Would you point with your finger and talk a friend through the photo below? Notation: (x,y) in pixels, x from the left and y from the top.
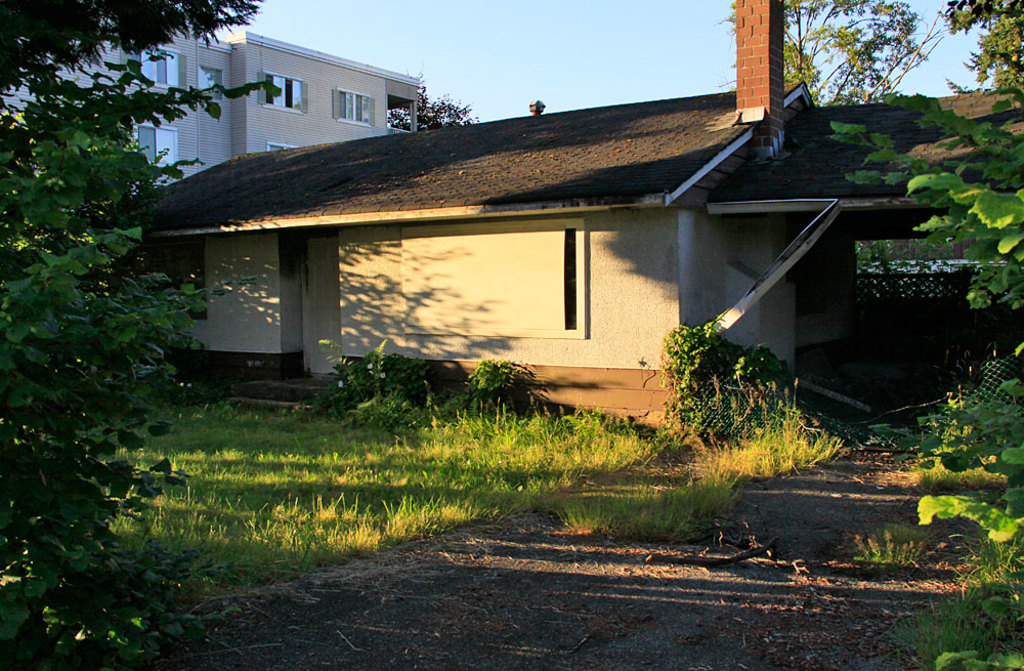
As we can see in the image there is house (377,151), building (307,142), trees (82,13), grass (507,454) and sky (540,60).
